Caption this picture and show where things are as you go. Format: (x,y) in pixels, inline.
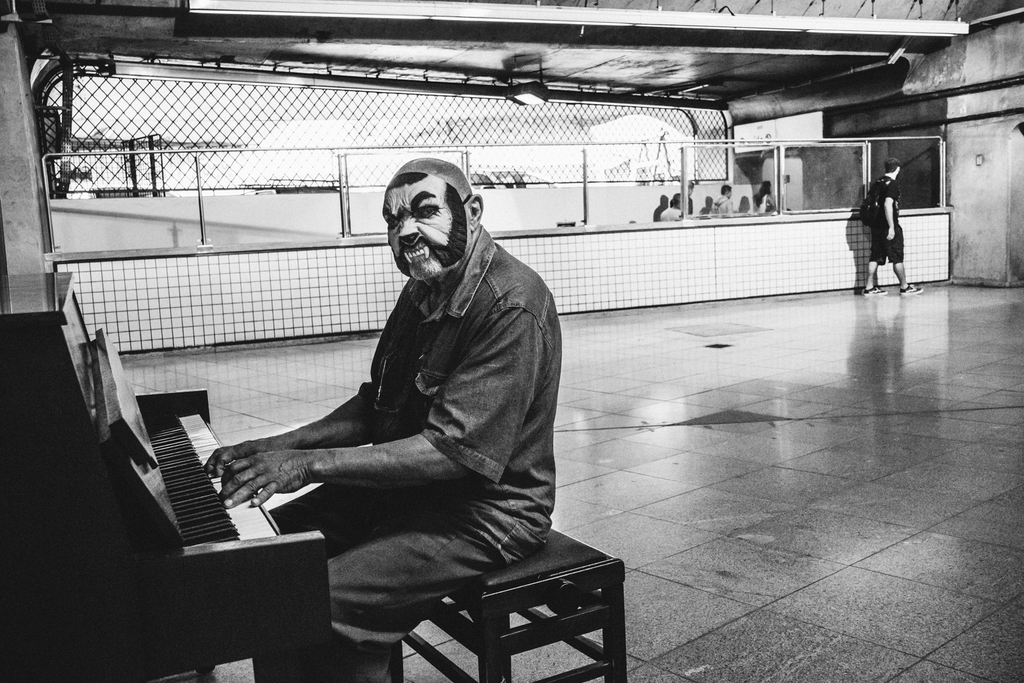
Here we can see a person (379,407) is sitting and playing the piano (192,430), and at back (731,200) here are the group of people (717,207) standing on the floor (226,408).
